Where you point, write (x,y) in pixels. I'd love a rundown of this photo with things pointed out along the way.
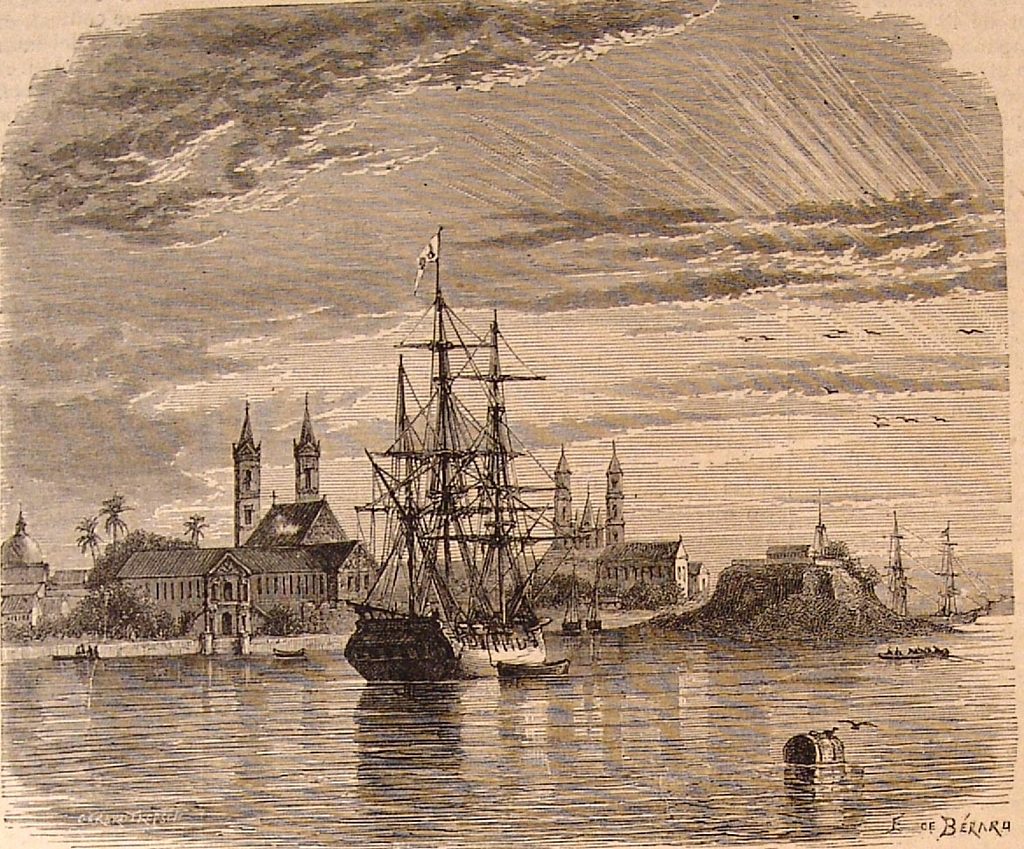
In the image we can see a drawing (158,580) on a paper (348,835).
